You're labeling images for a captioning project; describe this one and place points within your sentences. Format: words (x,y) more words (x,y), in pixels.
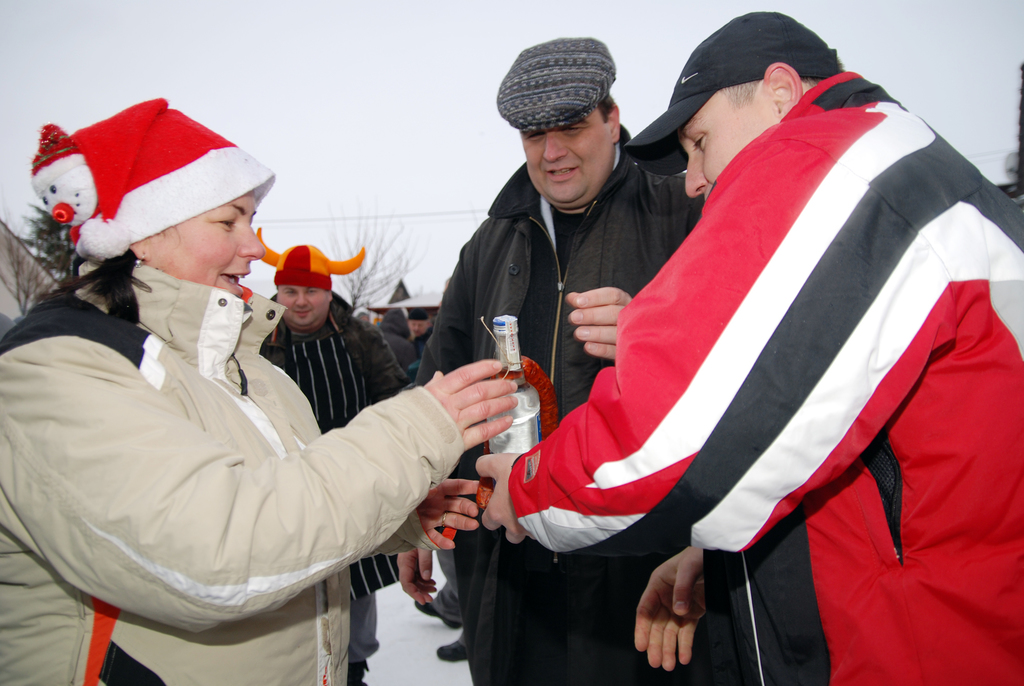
Here in the front (661,204) we can see a group of people (702,333) standing on the ground (417,666) which is fully covered with snow (435,627) over there and we can see all of them are wearing jackets (103,386) and caps (65,166) on them and they are holding a bottle (530,384), which is present in the middle (501,438) and behind them we can see trees (30,286) present all over there.
